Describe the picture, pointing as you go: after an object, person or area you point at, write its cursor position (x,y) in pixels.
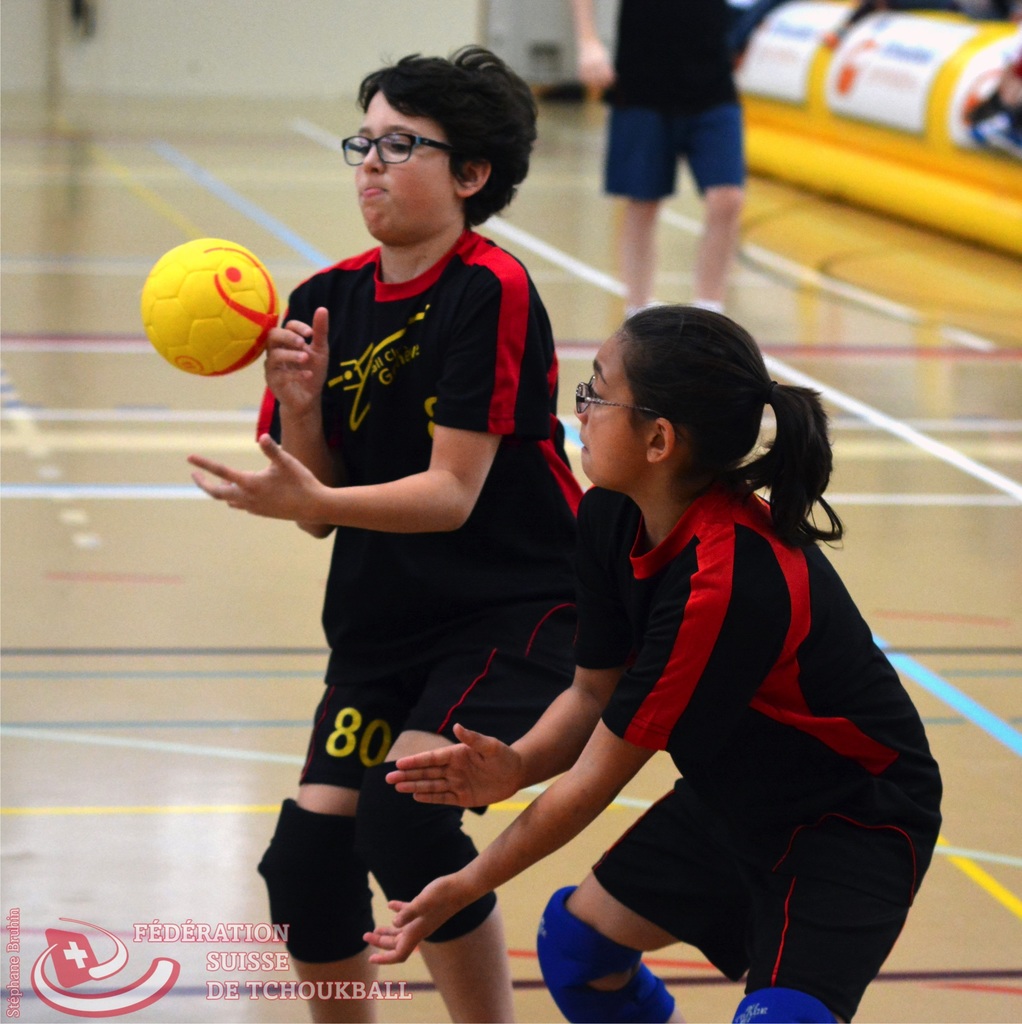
In this picture there are people (464,295) and we can see ball (215,316) in the air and floor (213,711). In the background of the image (820,85) it is blurry and we can see boards (832,74), wall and objects (534,11).
